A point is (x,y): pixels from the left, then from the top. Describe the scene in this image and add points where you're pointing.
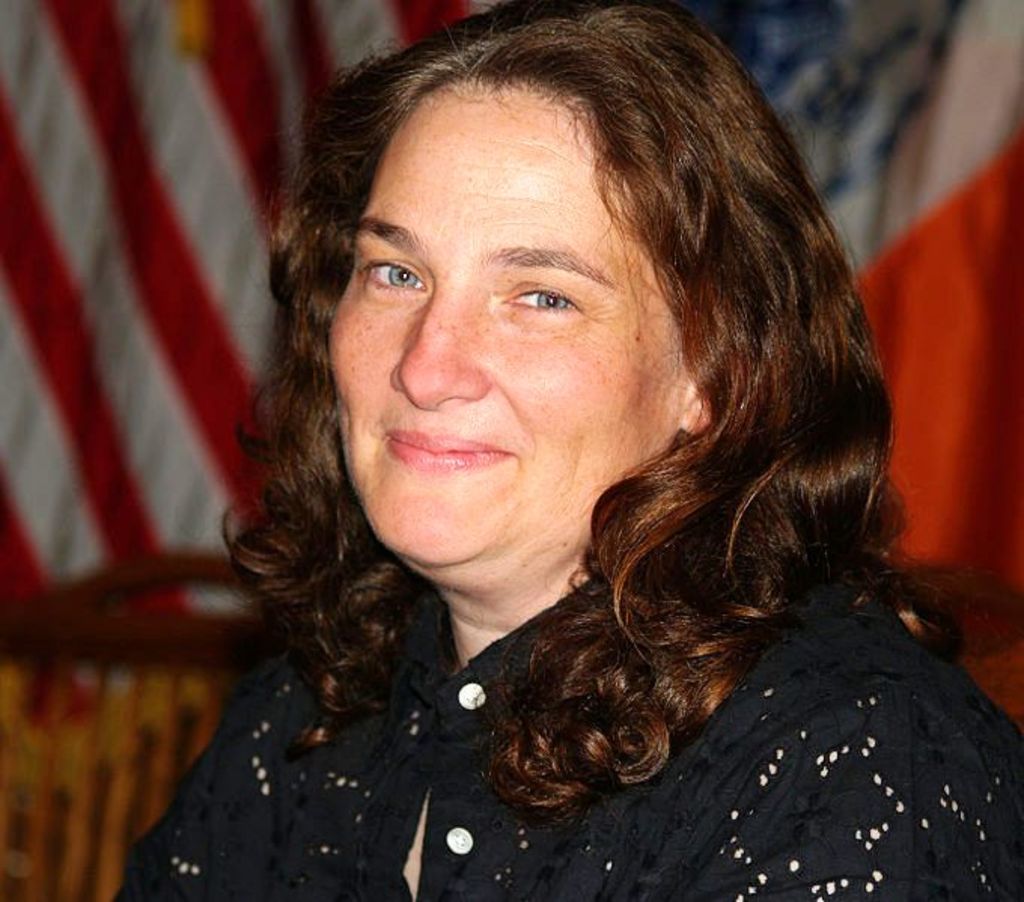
In this picture, we can see a woman (761,718) wearing a black color dress (862,713). In the background (263,209), we can see some flags (951,104).
